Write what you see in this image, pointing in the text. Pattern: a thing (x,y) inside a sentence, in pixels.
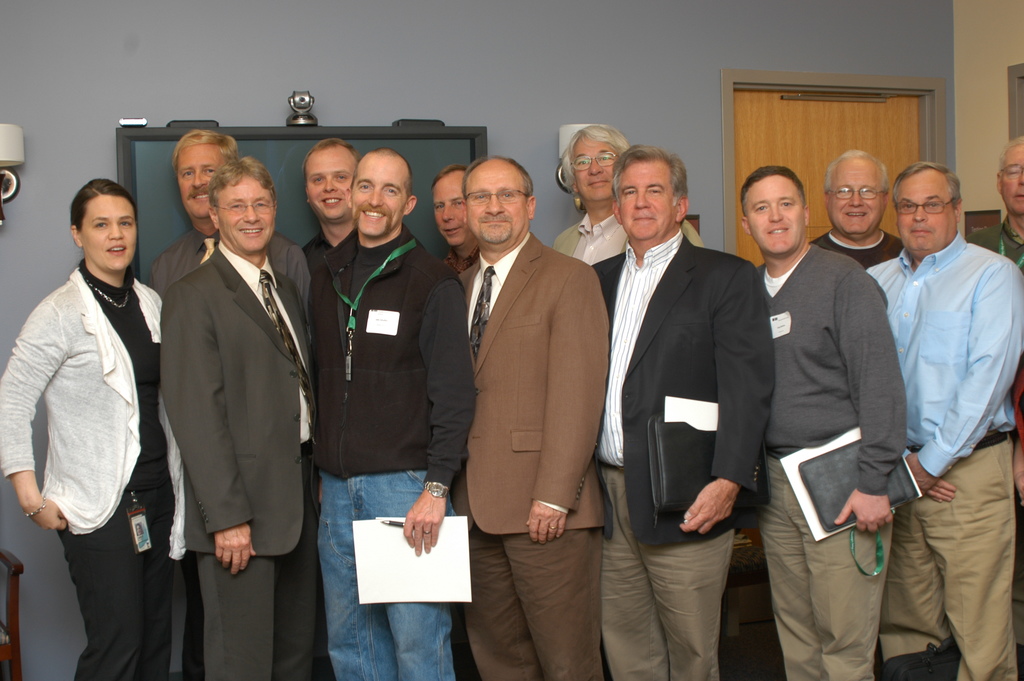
In this image there are group of persons (458,332) standing and smiling. In the background (292,156) there is a tv (276,146) and on the top of the tv (290,145) there is a camera (292,121) and there is a door (828,132). On the left side (17,156) there is a light (16,155) and there is an empty chair (10,599). In the front (407,392) there is a man (402,395) standing and smiling and holding a paper (404,564) and pen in his hand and on the right side (827,359) there is a man (827,389) standing, wearing a grey colour t-shirt (829,383) and holding a book (817,490) and paper (805,497) in his hand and smiling.
